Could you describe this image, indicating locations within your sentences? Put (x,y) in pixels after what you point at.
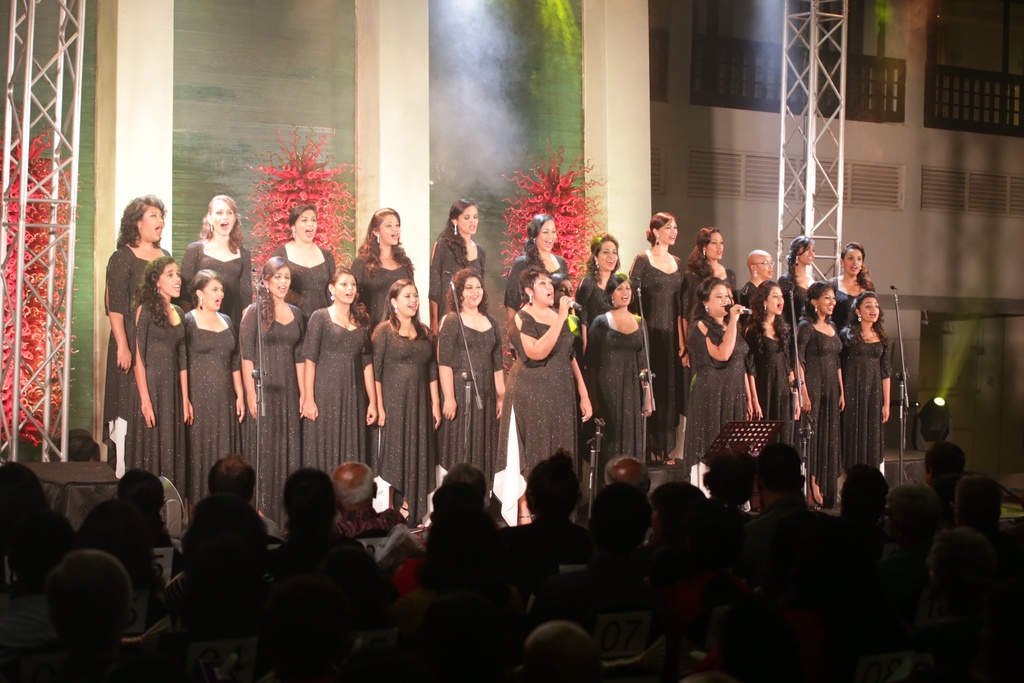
At the bottom of this image (560,545), there are persons (422,625), sitting. In the background (754,262), there are women (233,245) singing and standing on a stage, there are pillars (423,247), decorative items (268,197) and a wall (992,232) of a building (853,210).
